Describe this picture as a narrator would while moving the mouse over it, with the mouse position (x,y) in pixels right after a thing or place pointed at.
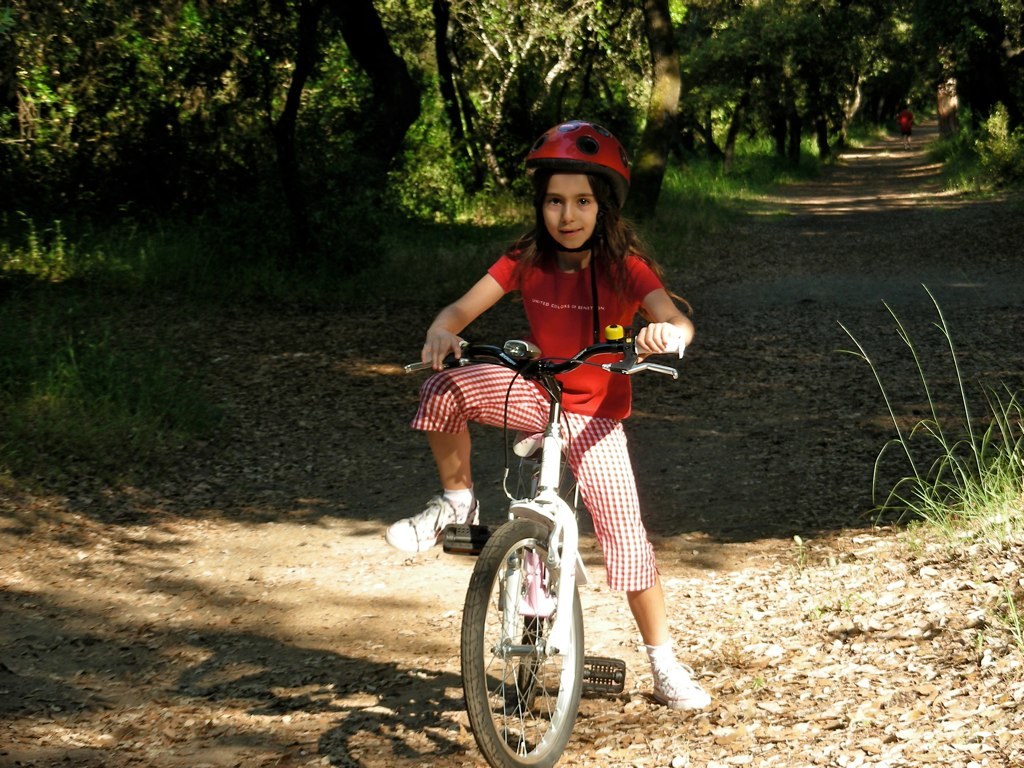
This kid (583,304) wore helmet (595,160), red t-shirt (590,295) and sitting on her bicycle (543,504). Far there are trees (693,107) and grass (669,196). Far a person (904,131) is walking.
